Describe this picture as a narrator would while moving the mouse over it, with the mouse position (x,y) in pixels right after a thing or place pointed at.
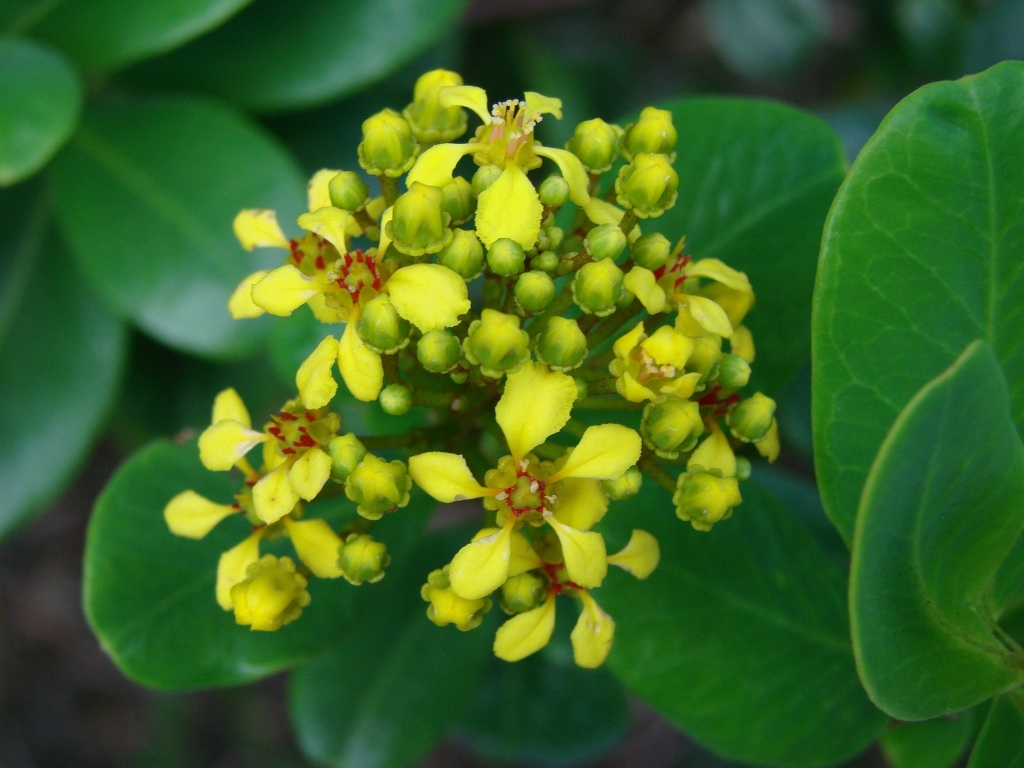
In this image there are leaves (193,308) and flower buds (513,355).
